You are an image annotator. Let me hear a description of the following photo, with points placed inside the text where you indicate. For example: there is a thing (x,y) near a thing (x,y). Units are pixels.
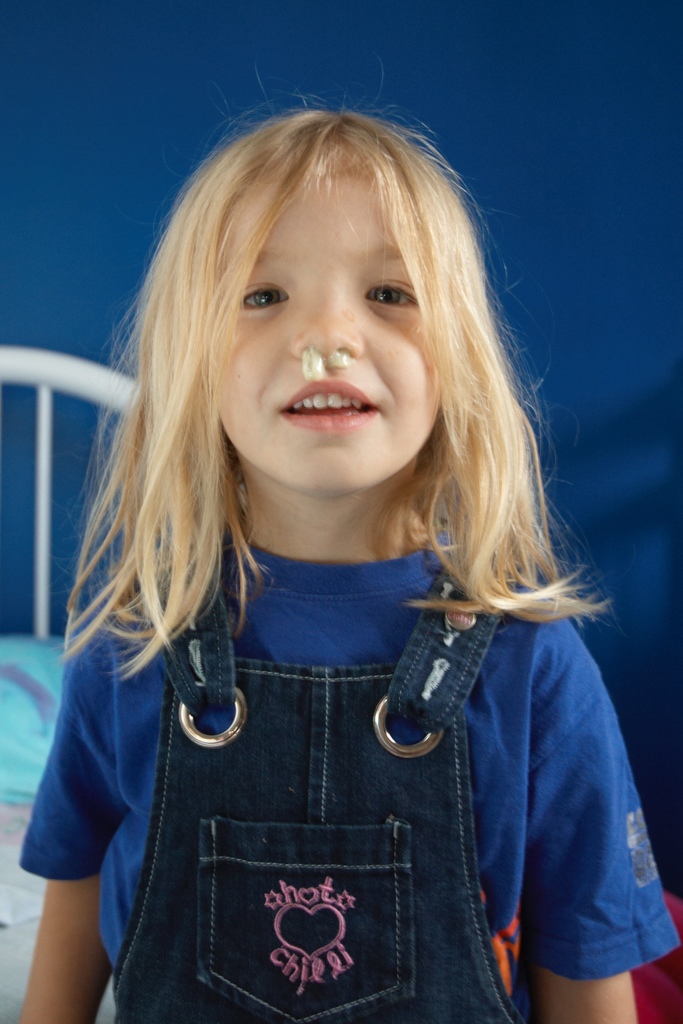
There is a kid (156,699) presenting in this picture.
